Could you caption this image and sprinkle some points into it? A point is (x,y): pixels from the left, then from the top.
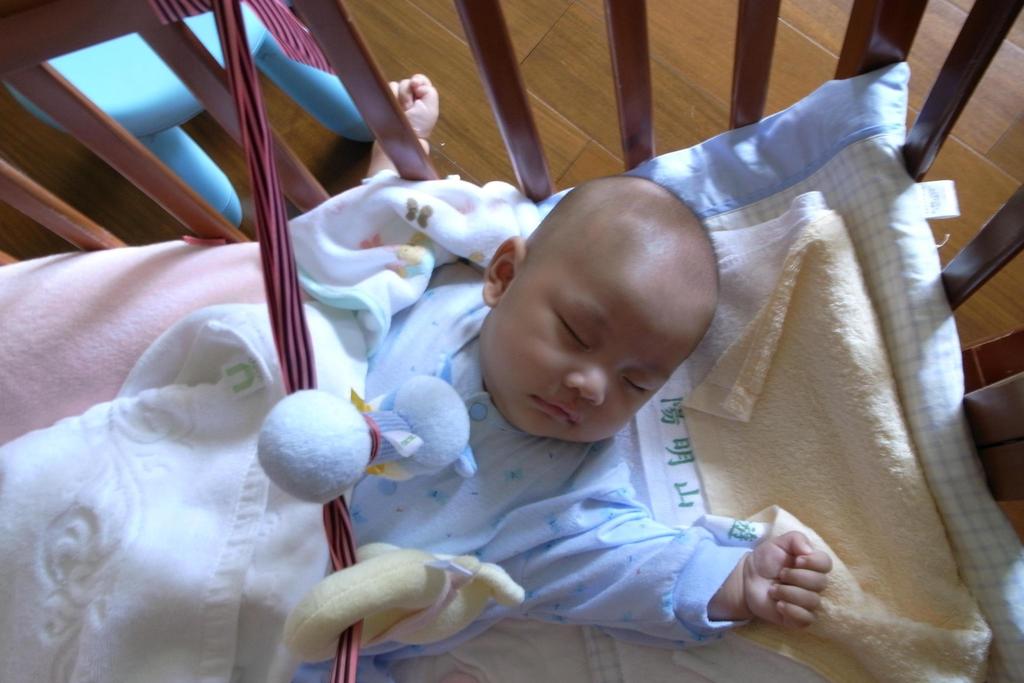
In this image we can see a small kid (704,615) is sleeping and wore a light blue color dress (669,590).
